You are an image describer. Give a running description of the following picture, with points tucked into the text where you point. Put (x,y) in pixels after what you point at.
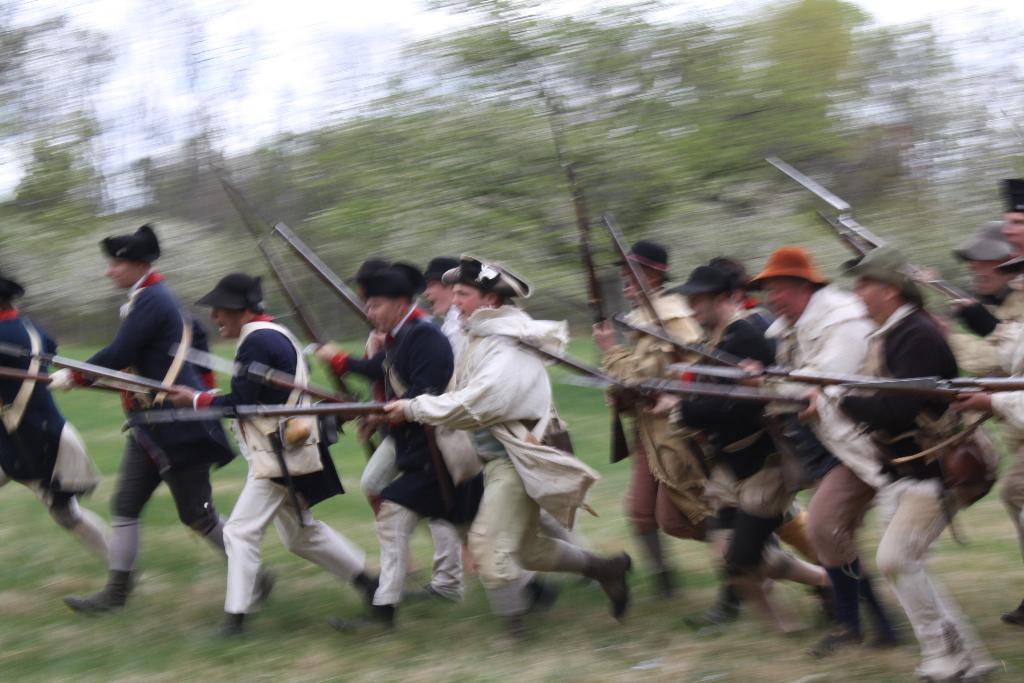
In this image we can see few people (14,340) holding weapons (314,403) and running on the ground (190,594) and there are few trees (428,190) and the sky (287,43) in the background (327,63).
